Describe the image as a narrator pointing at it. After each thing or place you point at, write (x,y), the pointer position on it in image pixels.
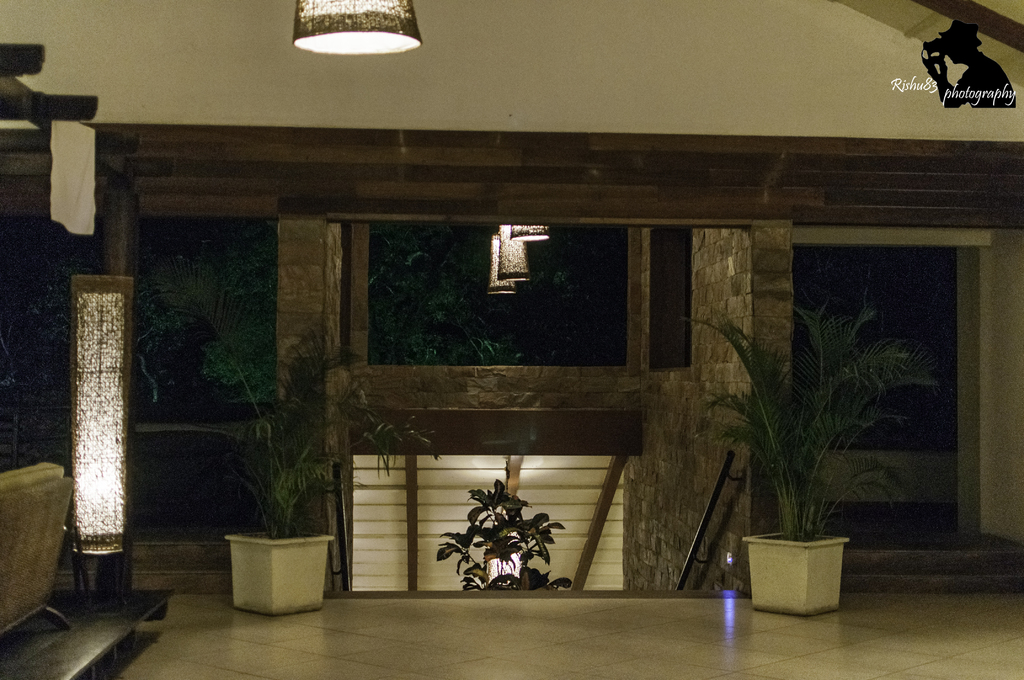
This picture is clicked inside the room (371,441). On either side of the picture, we see flower pots (895,349). On the left side (88,415), we see a sofa (18,483) and a light (99,536). Behind that, we see a wall (621,152) in white and brown color. At the top of the picture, we see a lantern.
